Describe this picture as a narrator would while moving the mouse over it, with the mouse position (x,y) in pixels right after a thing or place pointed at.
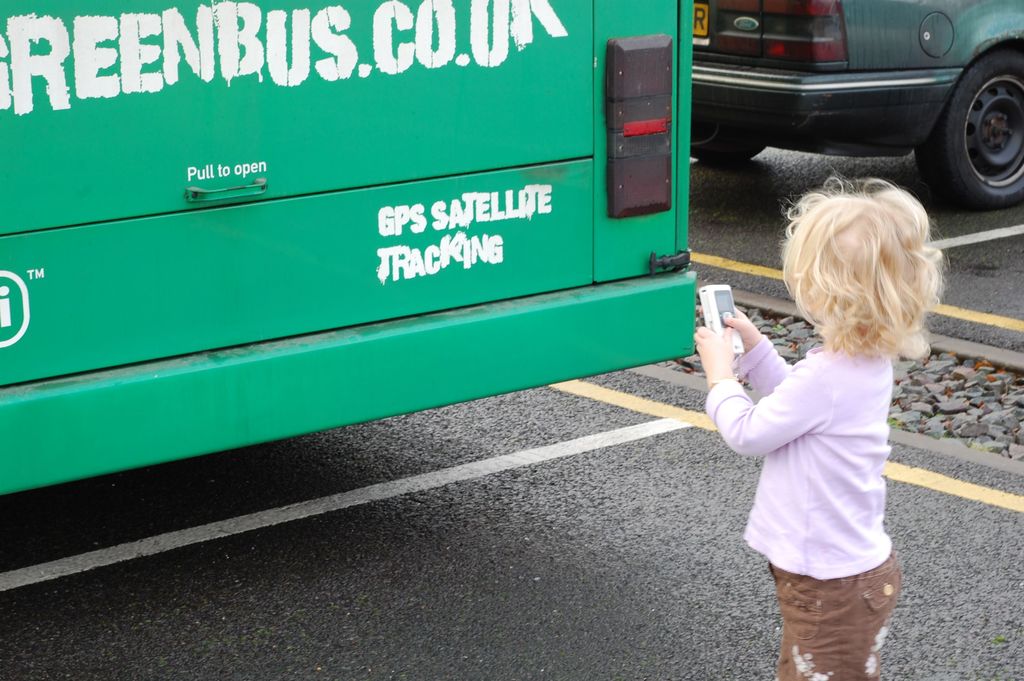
In this picture we can see few vehicles (597,370) are on the road (326,560), we can see a girl (787,468) standing and holding mobile (716,322).
